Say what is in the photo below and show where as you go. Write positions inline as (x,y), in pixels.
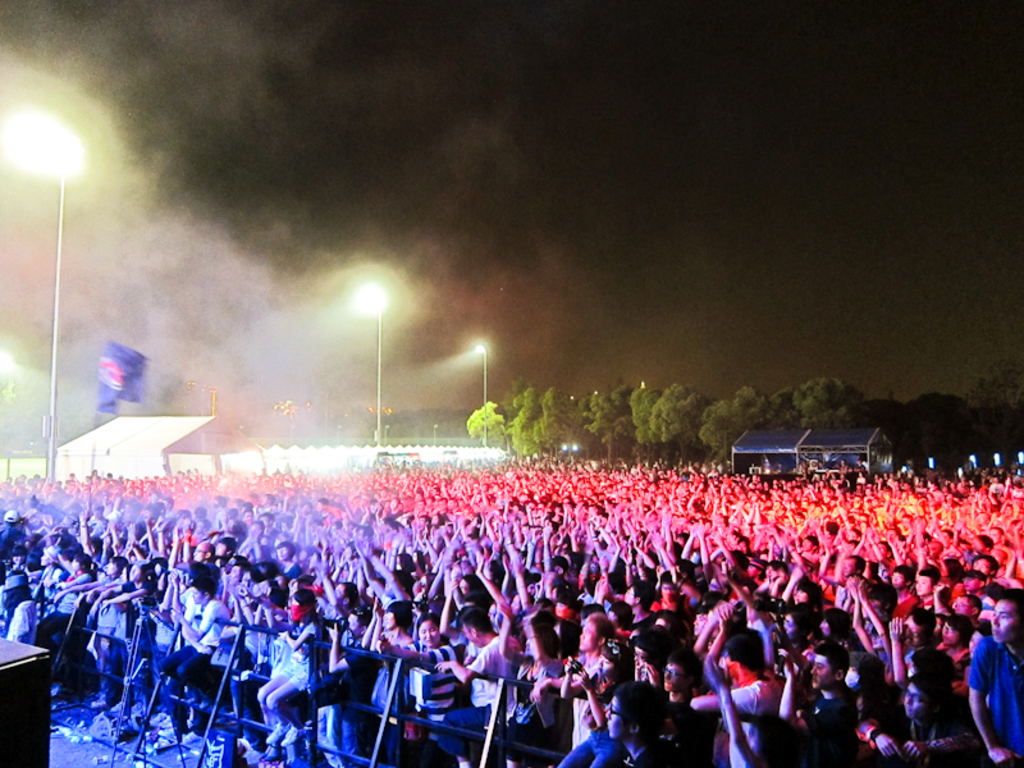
This image consists of a huge crowd (606,738). In the front (170,697), there is a fencing (354,761). On the left (7,687), we can see a wooden box (46,684). In the background (700,456), there are many trees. On the left (129,354), there is a flag (129,354) along with the lights (24,165) and poles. At the top (551,230), there is sky (205,405).
